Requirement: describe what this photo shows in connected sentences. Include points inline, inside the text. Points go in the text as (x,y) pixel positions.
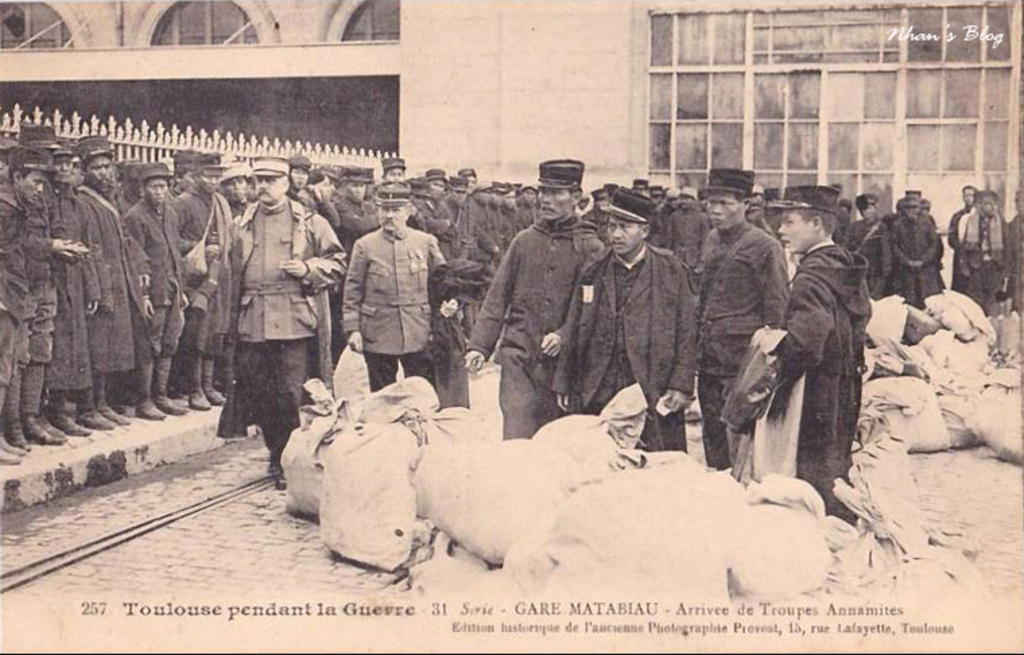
In this image we can see a group of persons (634,278). In front of the persons (546,365) there are many bags (634,460). Behind the persons (105,308) we can see a fencing (319,163) and a building (483,128). At the bottom (452,610) we can see the text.
